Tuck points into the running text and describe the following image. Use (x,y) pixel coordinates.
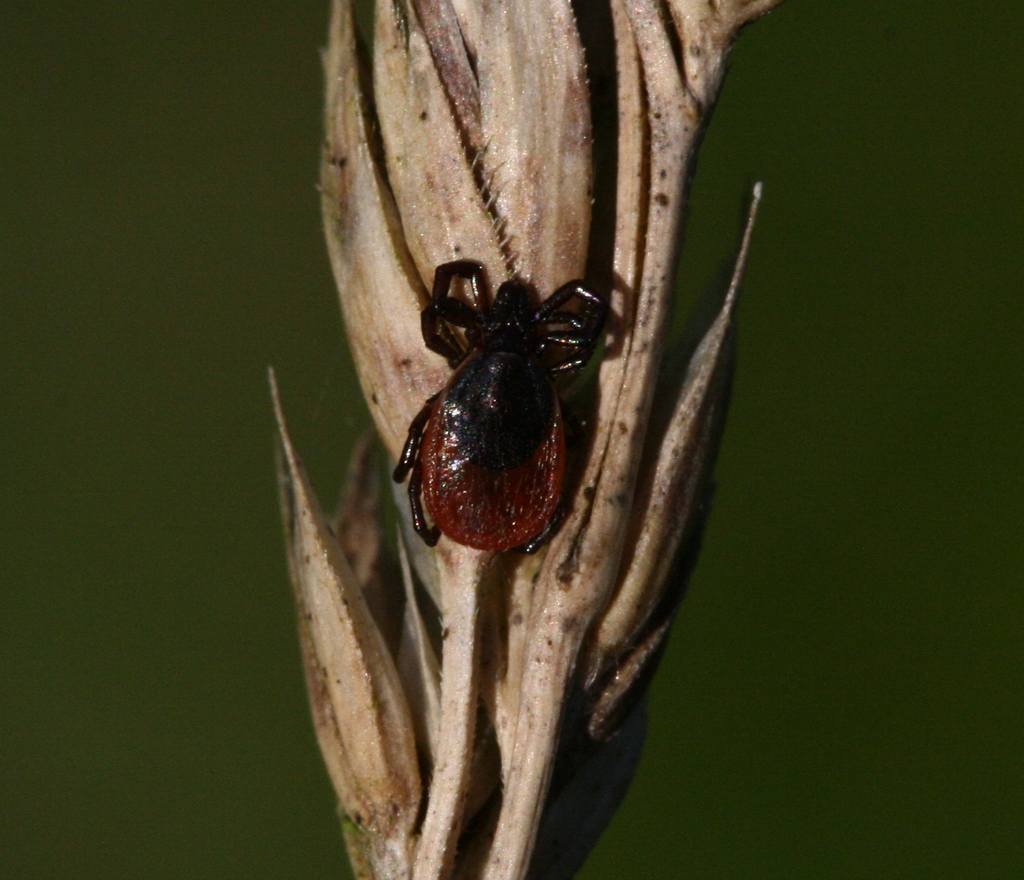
In this image, we can see a bug (433,303) on the plant (461,684) and the background (138,338) is dark.
